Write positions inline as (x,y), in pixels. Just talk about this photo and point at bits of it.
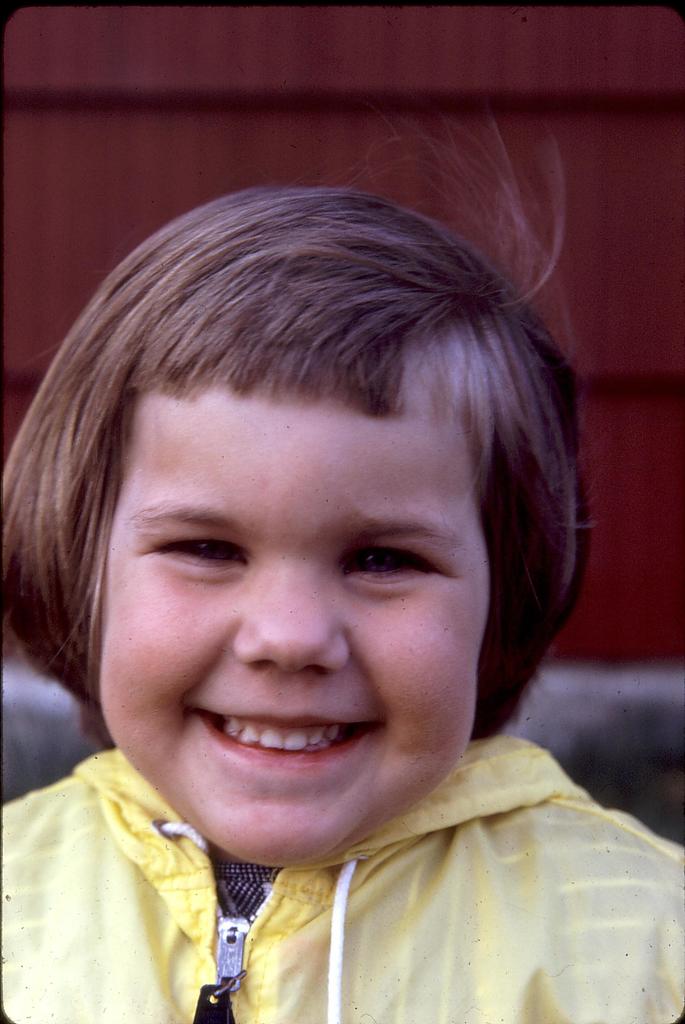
In this picture there is a person (431,735) with yellow jacket (492,864) is smiling. At the back (478,115) there is a maroon background (616,367). This picture is an edited picture.
